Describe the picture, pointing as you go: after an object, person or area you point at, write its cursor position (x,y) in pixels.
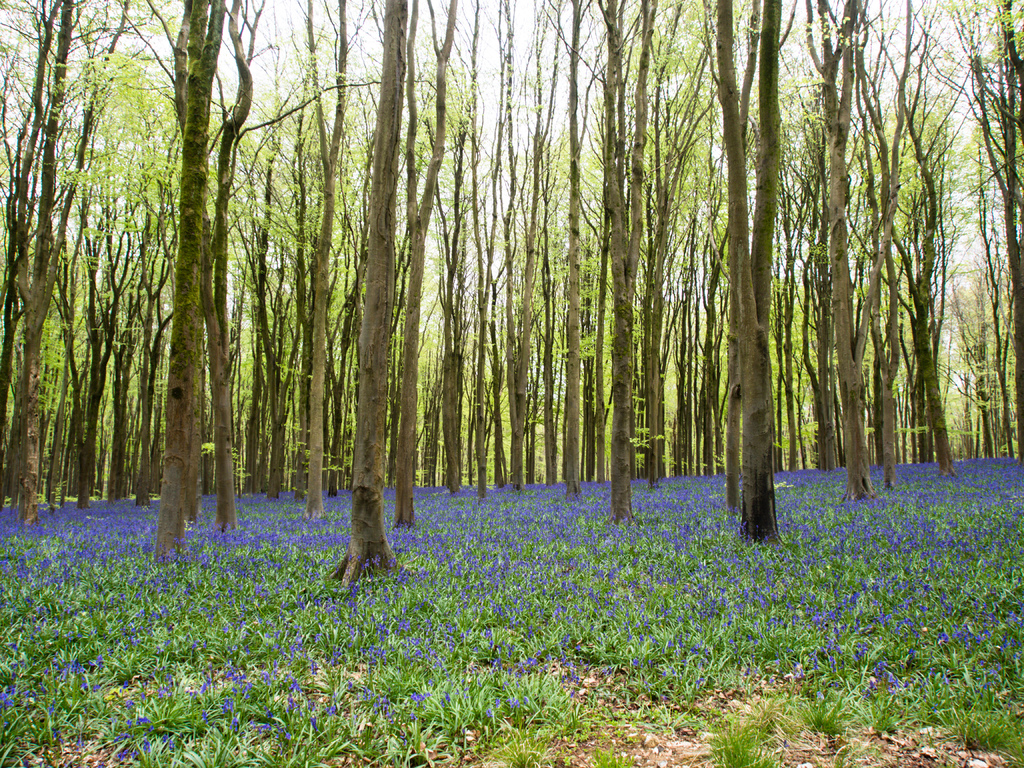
This picture shows many trees (349,425) and grass (386,677) on the ground (290,578) and we see many blue colored flowers (514,566) and a cloudy Sky (485,36).
